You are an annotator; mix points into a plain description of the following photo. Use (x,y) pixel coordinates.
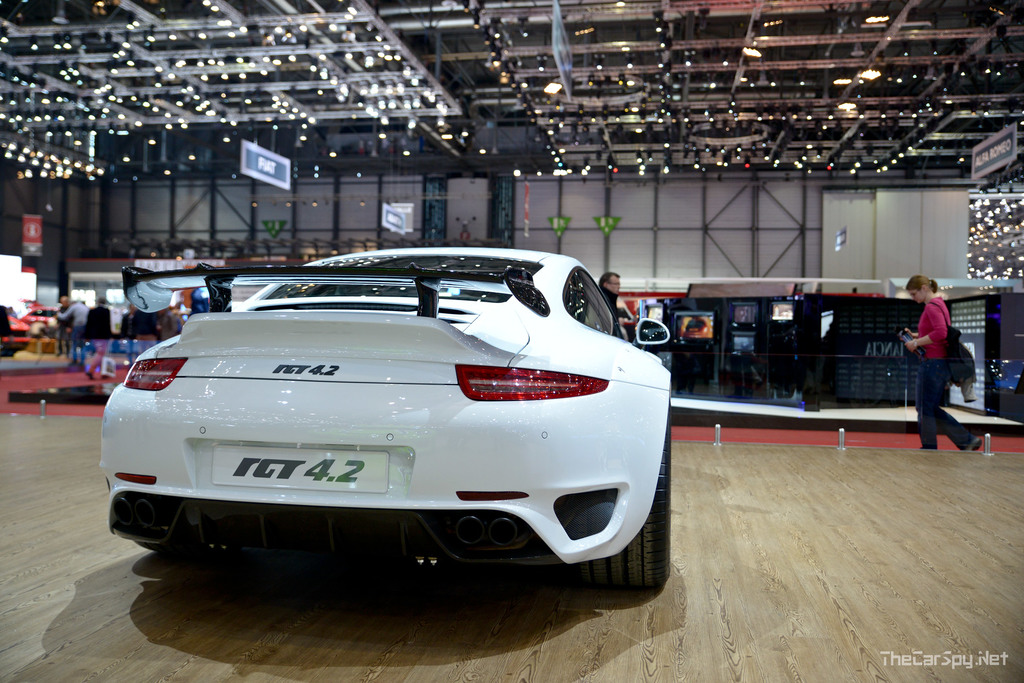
This image is taken indoors. At the bottom of the image (481,647) there is a floor (36,503). At the top of the image (123,43) there is a roof (765,94). There are many iron bars (304,53) and lights (349,56). There are a few boards (1001,141) with text (994,153) on them. In the background (350,206) there is a wall (290,218). There are a few stalls (683,288). There are a few devices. A few people (66,317) are standing on the floor (65,386) and a few (102,357) are walking. In the middle of the image (493,323) a car (347,454) is parked on the floor (389,595). The car (416,436) is white in color.
